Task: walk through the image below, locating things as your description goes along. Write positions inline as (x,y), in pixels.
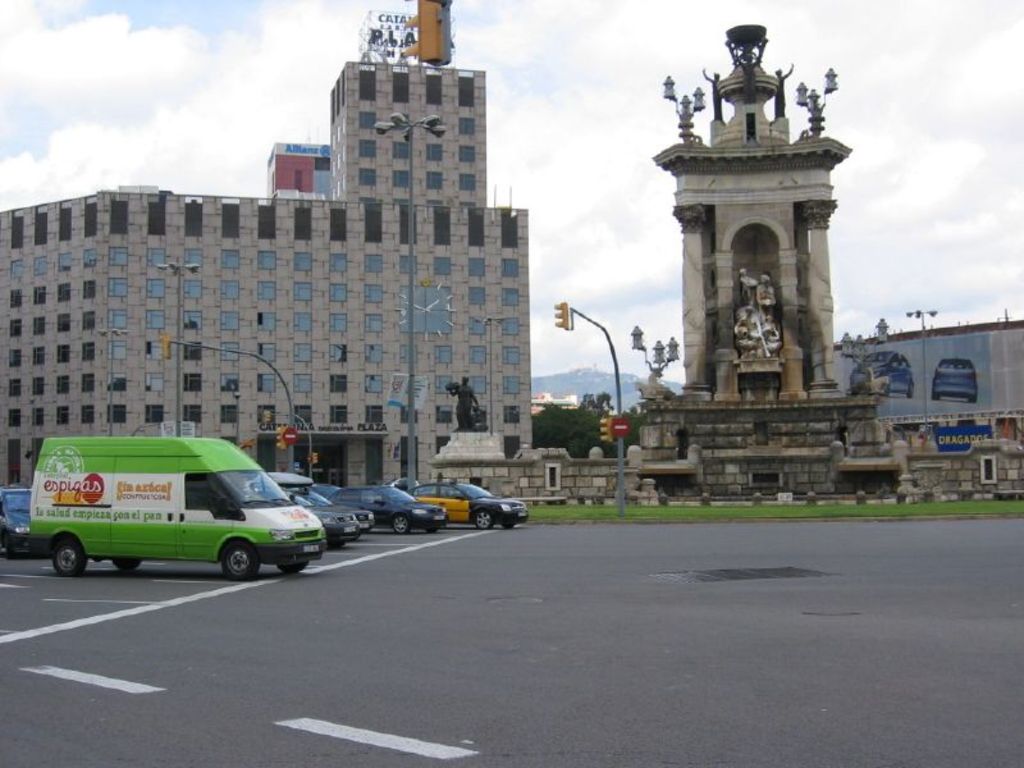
In this I can see buildings (380,300) and a tower (762,229) with a statue (762,284) and I can see few cars (305,486) and a van (240,520) on the road (422,534) and I can see couple of traffic signal lights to the poles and a statue (485,418) in the middle of the picture (469,419) and I can see a cloudy sky (636,80) and few trees (573,424).
